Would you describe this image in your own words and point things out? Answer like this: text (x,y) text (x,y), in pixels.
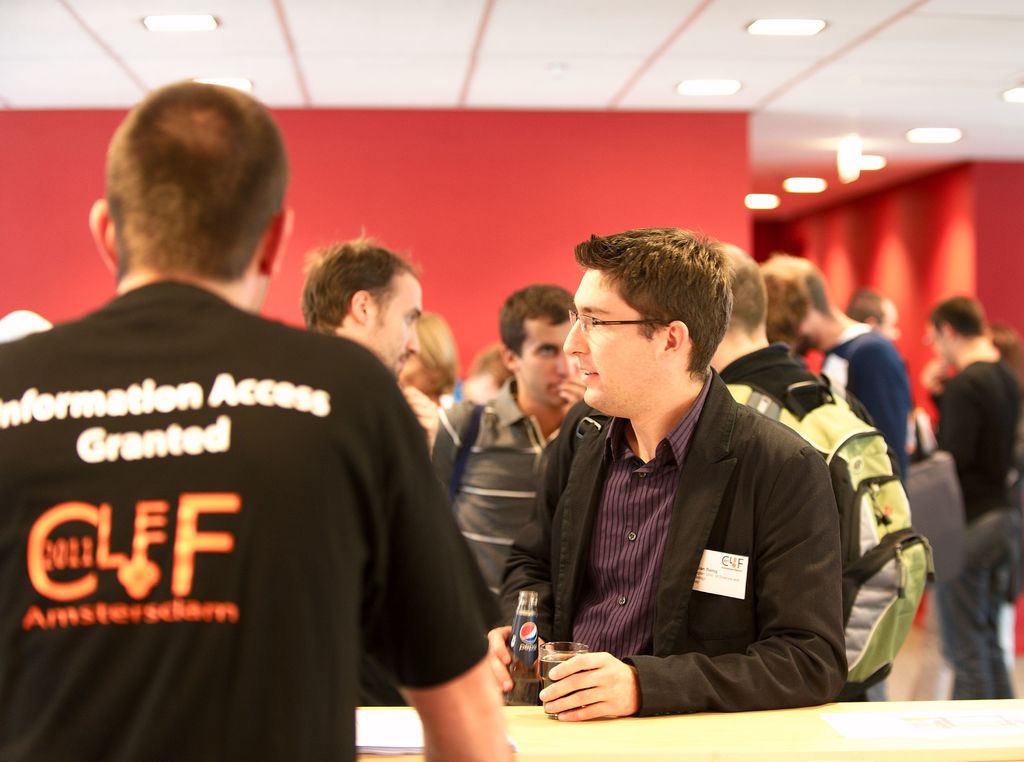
Here in the left side (292,337) a man (292,344) is there, he hold a black color t-shirt (282,517). in the middle (664,453) there is another man (563,635) holding a glass (549,654) in his left hand (580,677) and a bottle (528,616) in his right hand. He wore a black color coat (790,594), behind him there are people (787,316) and back side there is a wall (619,152).
